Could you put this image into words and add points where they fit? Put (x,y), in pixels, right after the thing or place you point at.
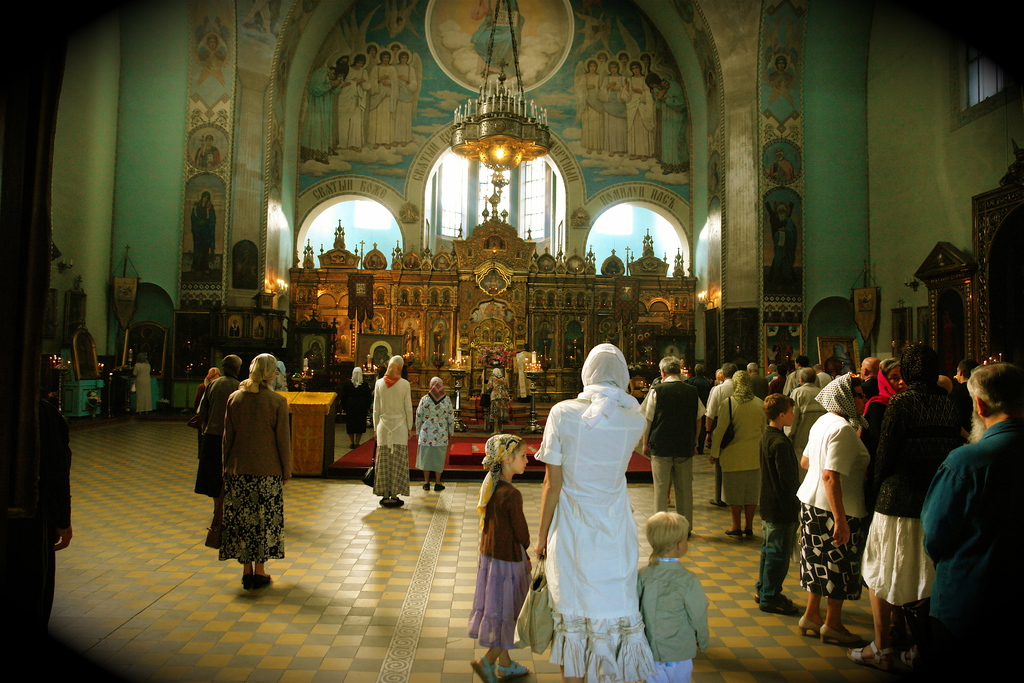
In this picture I can see the inside view of a building (177,238). I can see group of people (934,422) standing. There are lights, photo frames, chandelier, tables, candles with the candles stands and some other objects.
